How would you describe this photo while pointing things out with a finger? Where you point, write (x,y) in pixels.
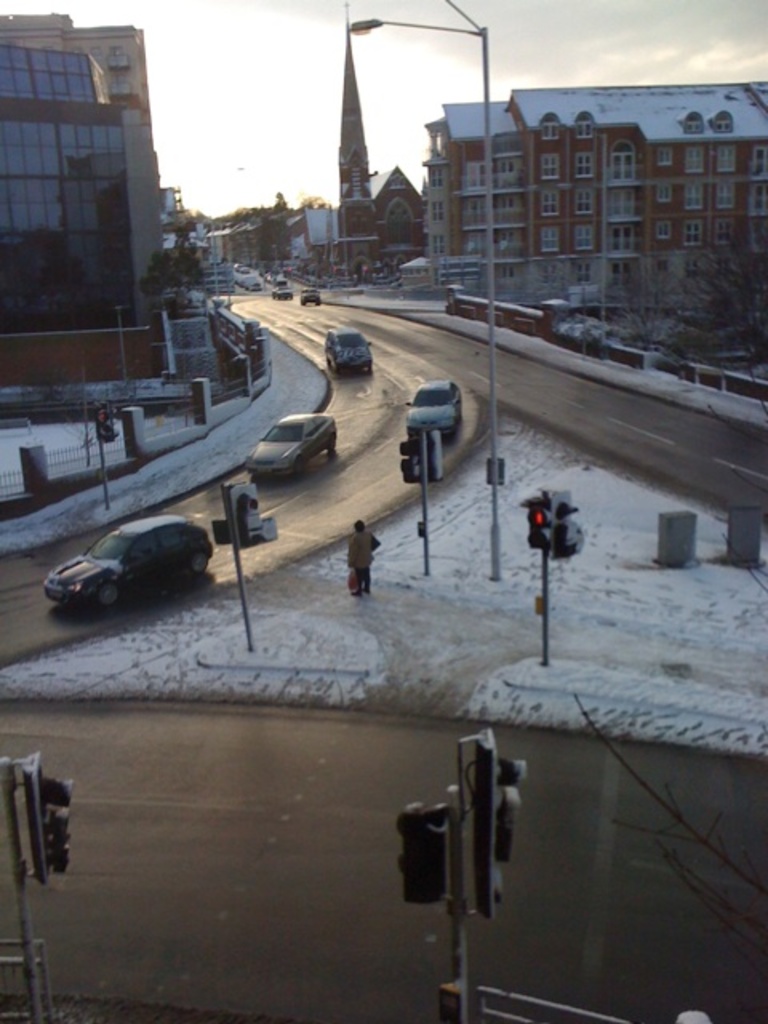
In this picture we can see few traffic lights (428,551) and few vehicles (139,570) on the road (325,488), in the middle of the image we can see a person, in the background (29,181) we can see few trees (691,272) and buildings (152,245).
